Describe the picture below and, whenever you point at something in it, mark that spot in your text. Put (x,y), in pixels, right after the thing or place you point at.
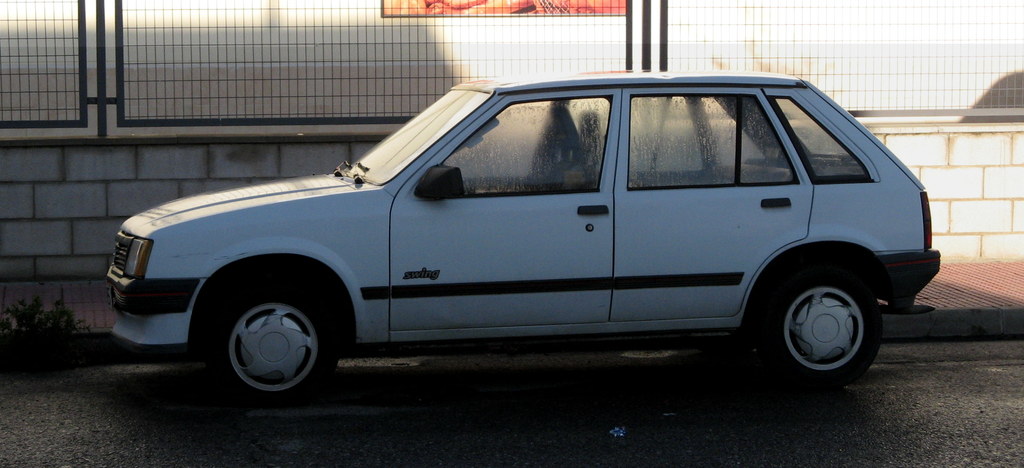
In this image we can see a car (506,263) which is white in color is parked on road (395,437) and in the background of the image (329,125) there is a wall (302,151), footpath (957,285) and fencing (259,65).
